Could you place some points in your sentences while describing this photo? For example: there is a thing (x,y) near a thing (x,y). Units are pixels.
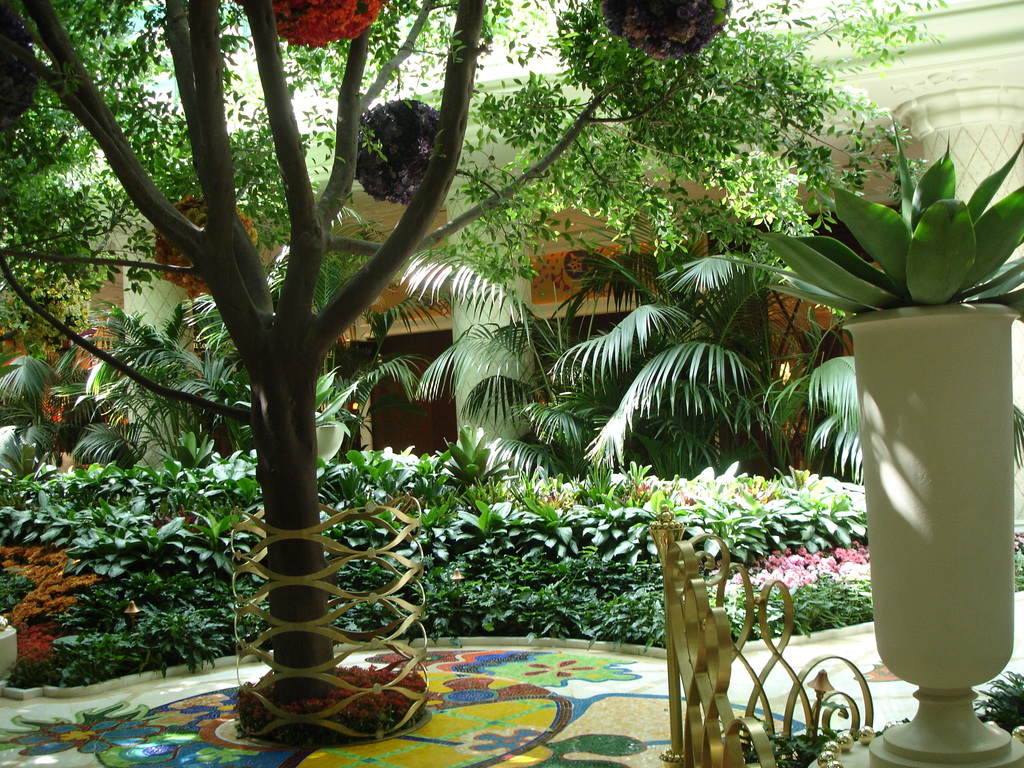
In this image in the foreground (987,414) there are some trees (566,395), plants (794,604), flower pot (967,558) and some flowers (422,106). And in the background (968,111) there is a house (524,352), at the bottom (473,693) there is some painting (457,734).
